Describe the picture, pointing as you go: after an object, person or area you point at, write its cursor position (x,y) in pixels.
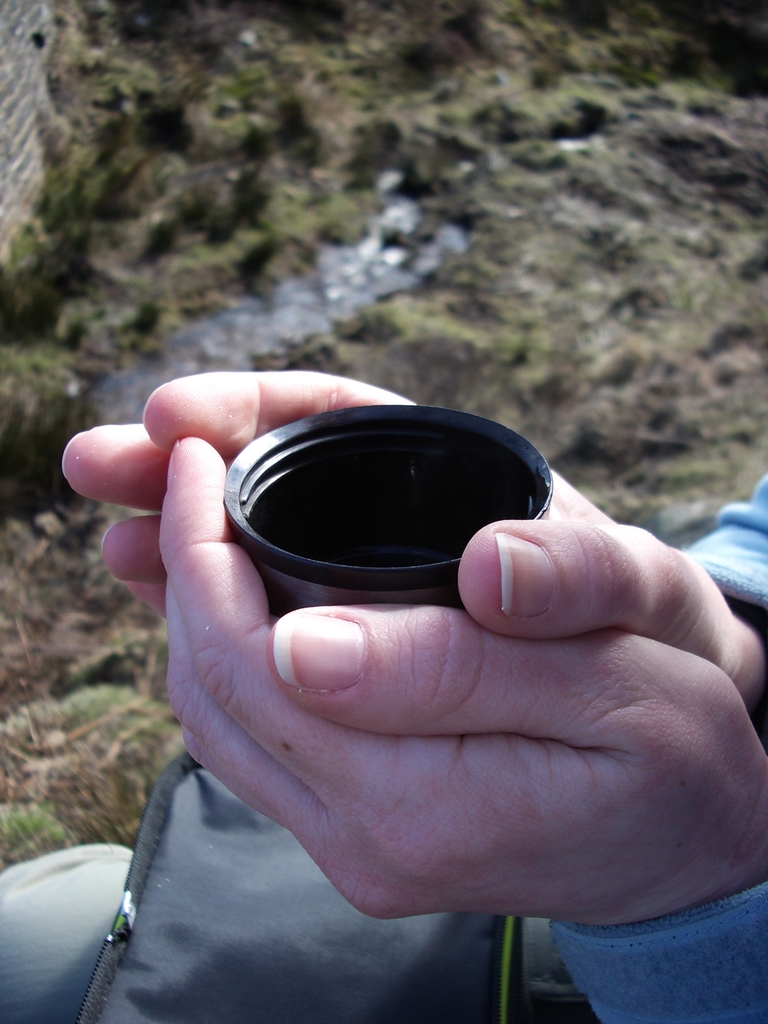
A person (608,535) is holding an object (416,468).
